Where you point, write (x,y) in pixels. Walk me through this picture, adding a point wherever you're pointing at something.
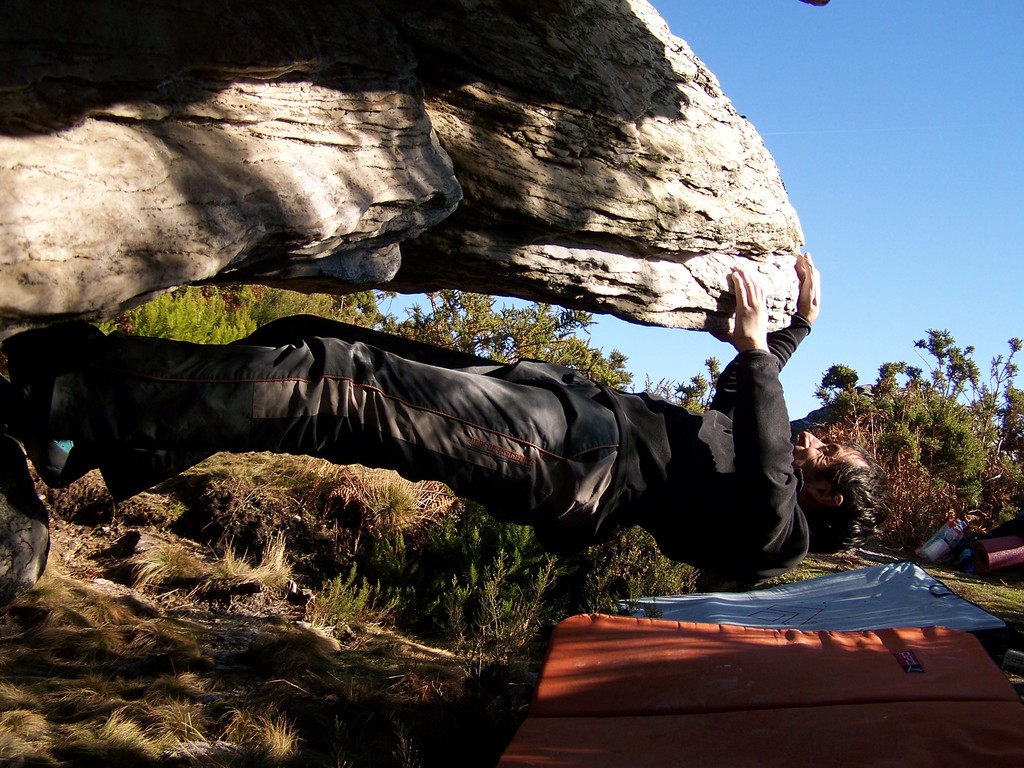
In this picture there is a man (530,361) who is doing stunt on the stone (694,291). On the bottom (743,626) we can see the mats (819,688). On the bottom left (83,652) we can see grass (248,685). In the background (906,427) we can see many trees (899,415). On the top right (911,154) there is a sky (929,110).
